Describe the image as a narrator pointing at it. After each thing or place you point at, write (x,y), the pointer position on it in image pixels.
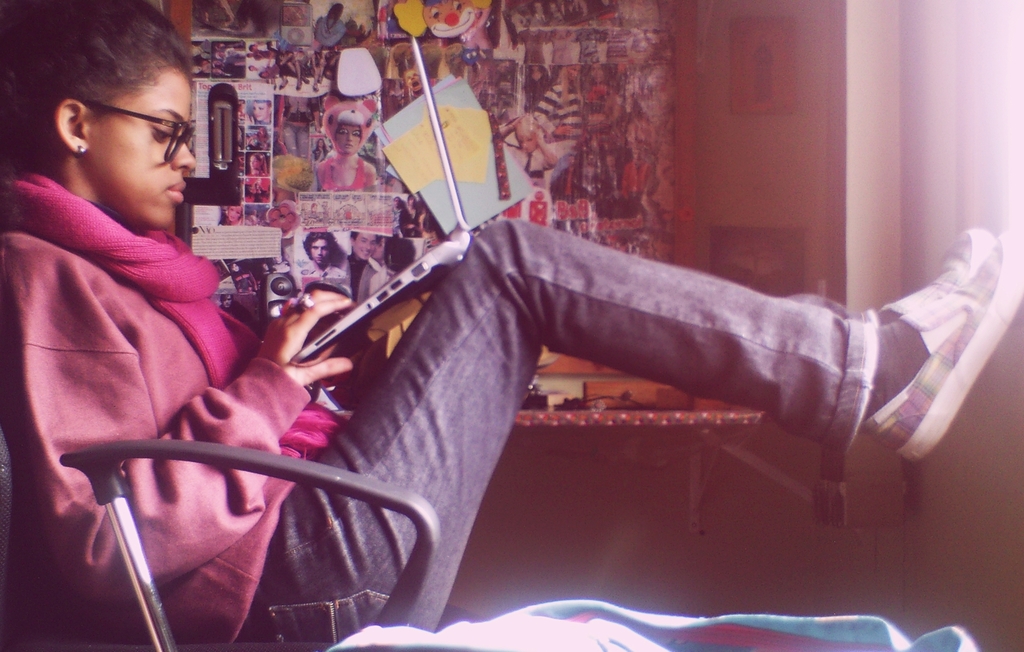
In the foreground of this image (444,610), there is a woman (200,408) sitting on the chair (331,479) holding a laptop (439,141) and resting legs (904,369) on the wall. In the background (540,117), there are photos (318,144), posters (337,172), few papers (453,148) on the wall (603,118) and also we can see few objects (649,397) on the wall desk (693,421).
